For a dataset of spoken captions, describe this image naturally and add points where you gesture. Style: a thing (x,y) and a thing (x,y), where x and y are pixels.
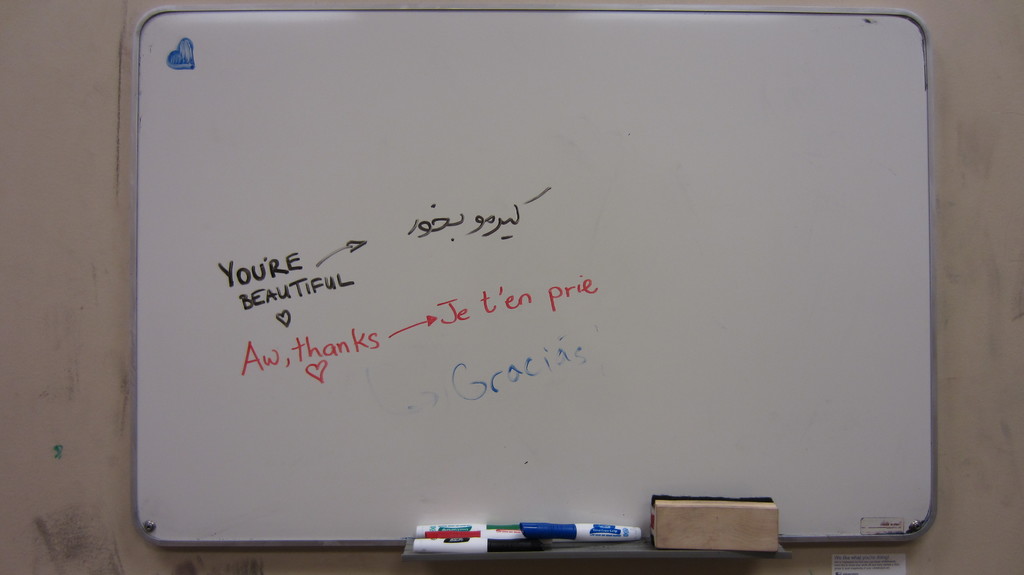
This image consists of a board (537,300) in white color. On which there is a text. In the background (40,400), we can see a wall (75,460). In the front (724,502), there are markers (470,525) and a duster (710,516).
